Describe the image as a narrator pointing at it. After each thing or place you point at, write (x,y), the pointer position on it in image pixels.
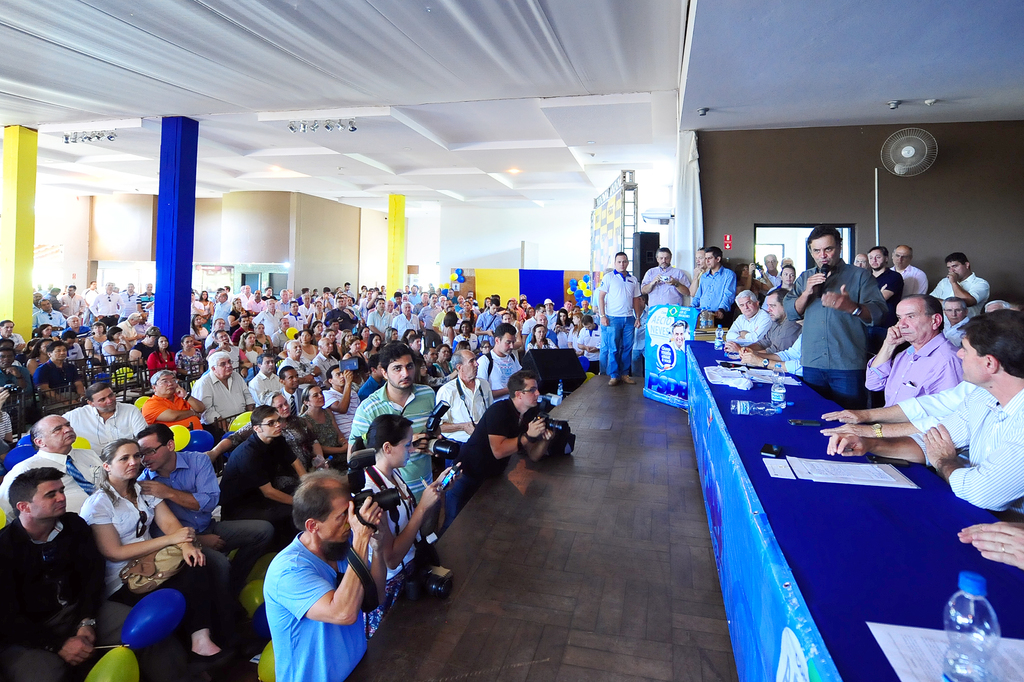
In this picture we can see some peoples (277,388) are seated on the chairs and some are standing here a man (853,293) is standing and speaking with the help of microphone (820,295), and here some are holding cameras (349,491) and capturing photos.
